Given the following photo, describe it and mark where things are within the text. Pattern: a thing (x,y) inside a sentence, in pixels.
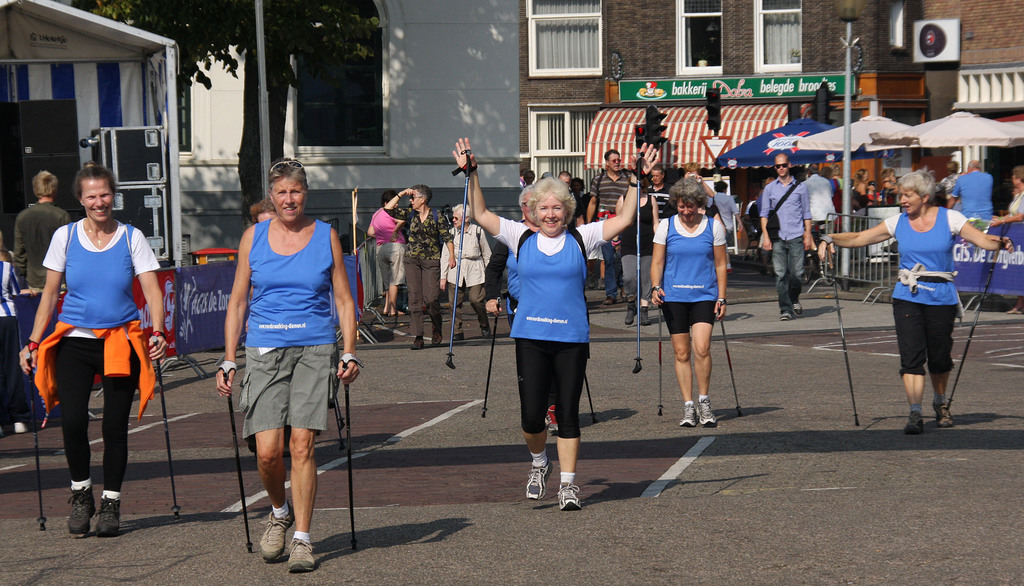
In this image I can see people (412,268) among them these people (312,392) are walking on the road (611,315) and holding sticks (232,364) in hands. In the background (518,88) I can see a building (545,60), a tree (248,65), fence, traffic lights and other objects (736,234) on the ground (491,373).
